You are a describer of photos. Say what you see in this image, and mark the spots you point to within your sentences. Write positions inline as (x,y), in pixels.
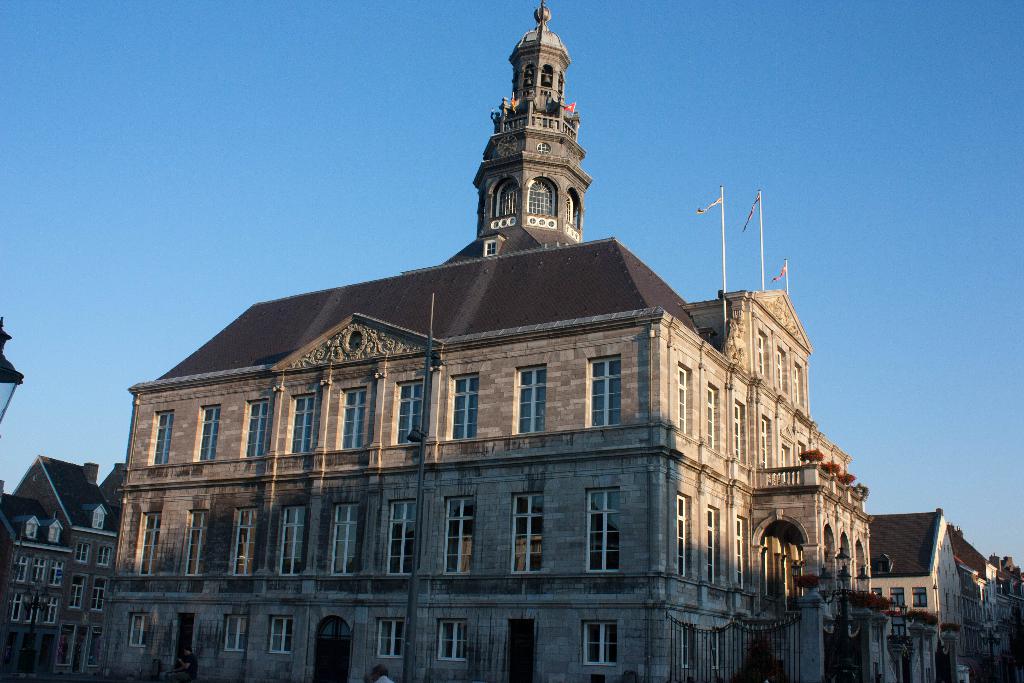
This image consists of buildings (650,548), windows (612,624), flagpoles (787,264), group of people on the road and the sky (149,45). This image taken, maybe during a day.
